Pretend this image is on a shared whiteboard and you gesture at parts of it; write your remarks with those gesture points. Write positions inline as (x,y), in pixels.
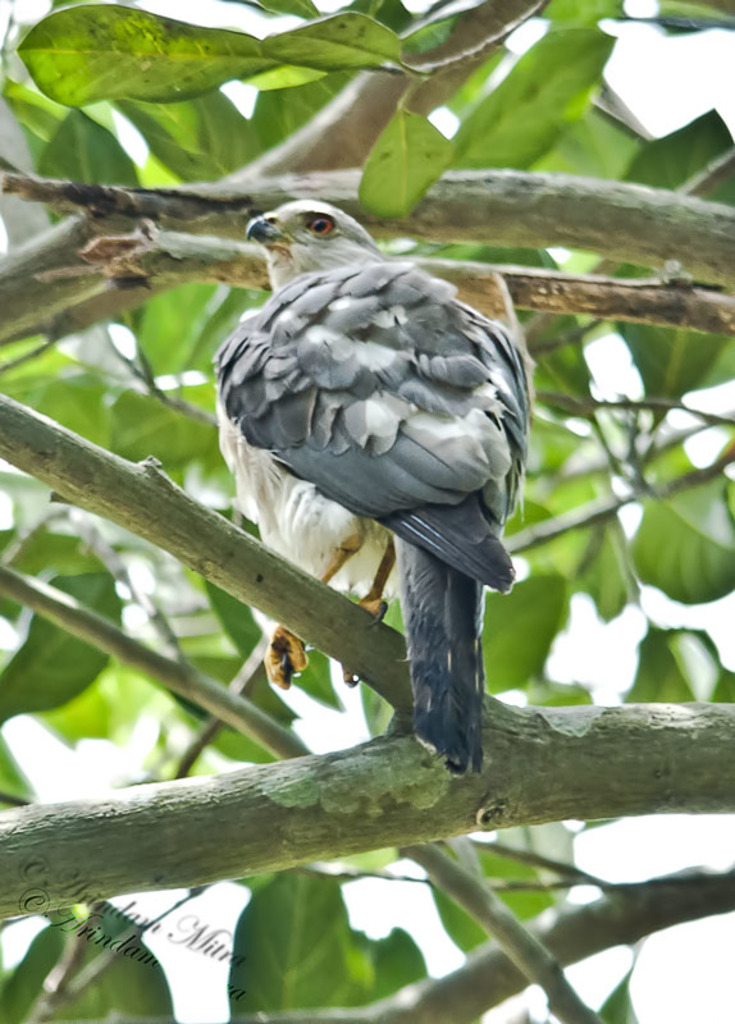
In this image I can see an eagle (362,521) is sitting on the branch (332,616) of a tree (401,614), it is in grey color, there are green leaves (506,652) in this image.
